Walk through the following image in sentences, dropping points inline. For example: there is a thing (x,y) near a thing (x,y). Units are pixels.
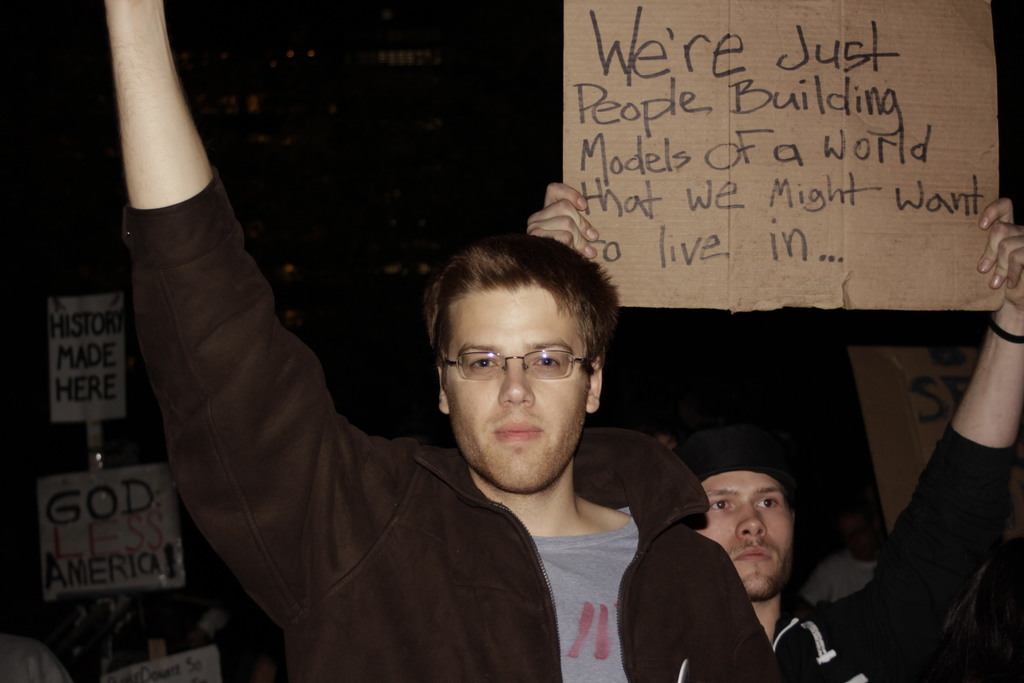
In this image I can see in the middle (505,264) a man (264,413) is raising his hand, he wore brown color sweater (408,557), grey color t-shirt (611,624) and spectacles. Behind him there is another man (984,374) holding the placard (987,223) in his hands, he wore cap (752,454), sweater (805,618). On the left side (86,361) there are placards (117,346) in this image.
